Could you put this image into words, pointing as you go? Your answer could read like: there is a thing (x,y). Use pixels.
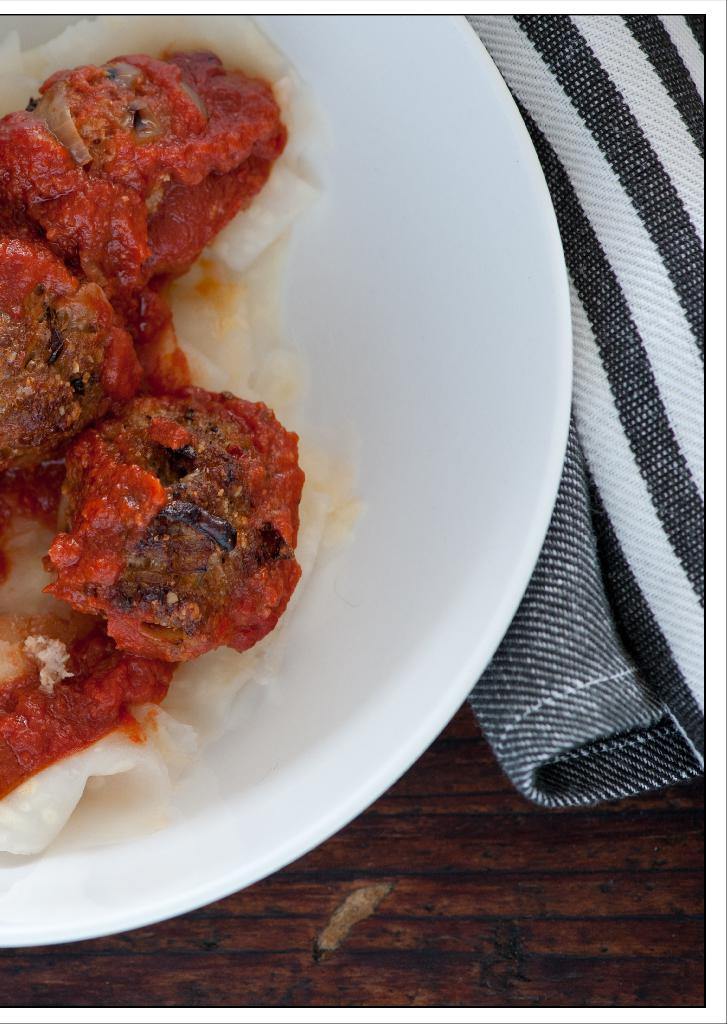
Here in this picture we can see a table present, on which we can see a plate (281,798) full of food (169,452) and beside it we can see a napkin (580,125) present over there.
